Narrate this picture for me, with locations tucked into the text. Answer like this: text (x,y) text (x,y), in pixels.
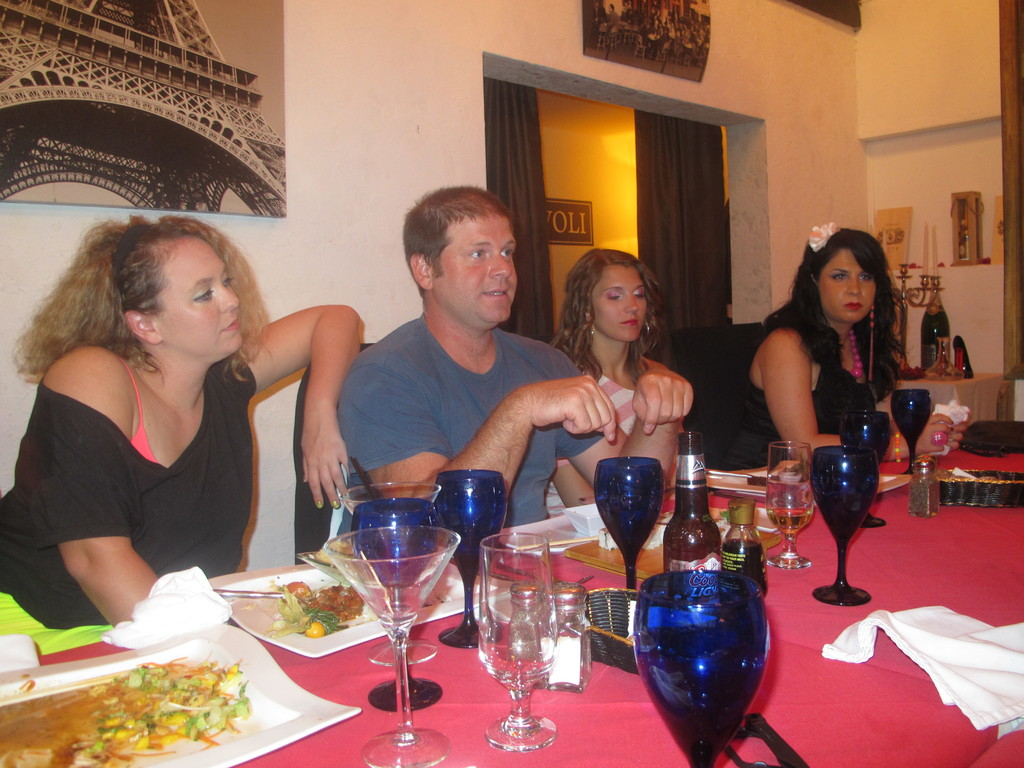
In this picture there are group of people (486,320), they are sitting around the table (952,550) and there is a table (978,587) in front of them on which there are drinks (368,509) and different types of food items (352,618) and there is a photograph (195,24) at the left side of the image (226,97) on the wall (364,14) and there is a door (728,122) at the center of the image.
